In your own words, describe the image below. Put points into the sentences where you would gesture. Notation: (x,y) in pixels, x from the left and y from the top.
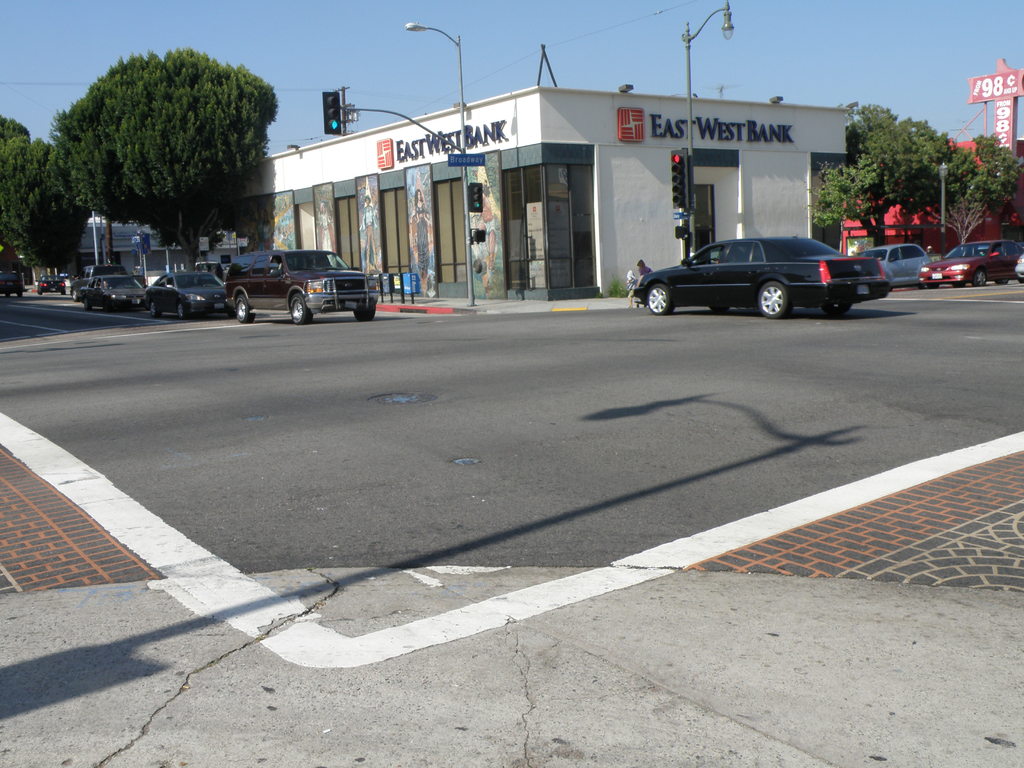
This picture is clicked in the city. Here, we see cars (182,282) moving on the road (450,457). At the bottom of the picture (532,659), we see the road (775,539). There are many trees (172,210) and we see a building (540,174) with "EAST WEST BANK" written on it, in the background (422,116). We even see street lights (460,87) and traffic signals (328,121). At the top of the picture (302,115), we see the sky (767,47).
